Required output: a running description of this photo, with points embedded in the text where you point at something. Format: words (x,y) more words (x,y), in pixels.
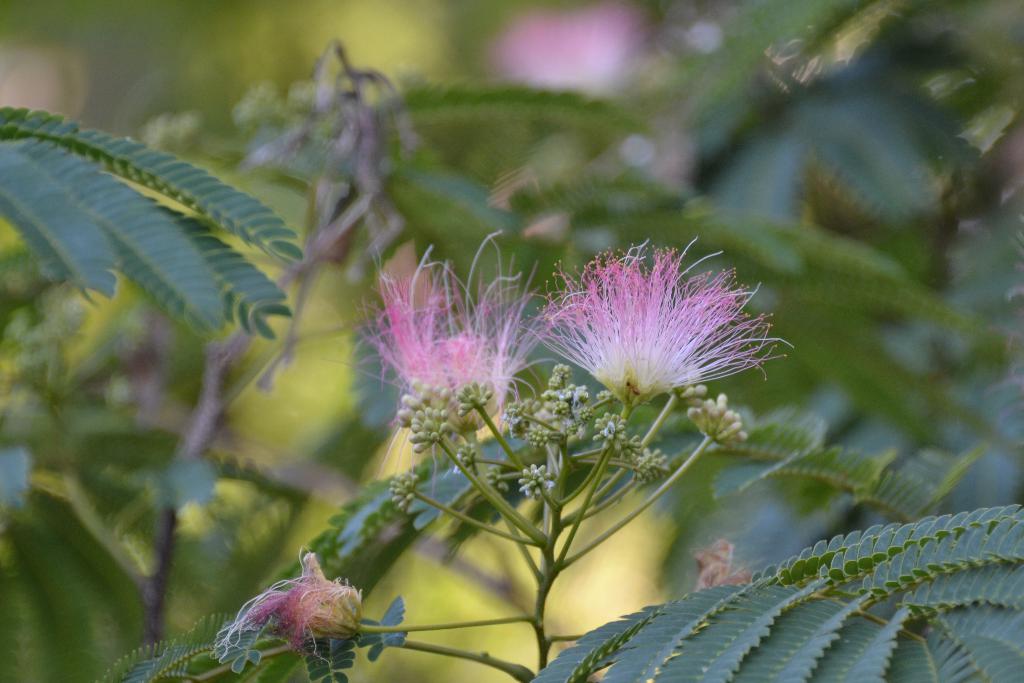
This picture shows a tree (755,458) and we see few flowers (569,82) to it.
